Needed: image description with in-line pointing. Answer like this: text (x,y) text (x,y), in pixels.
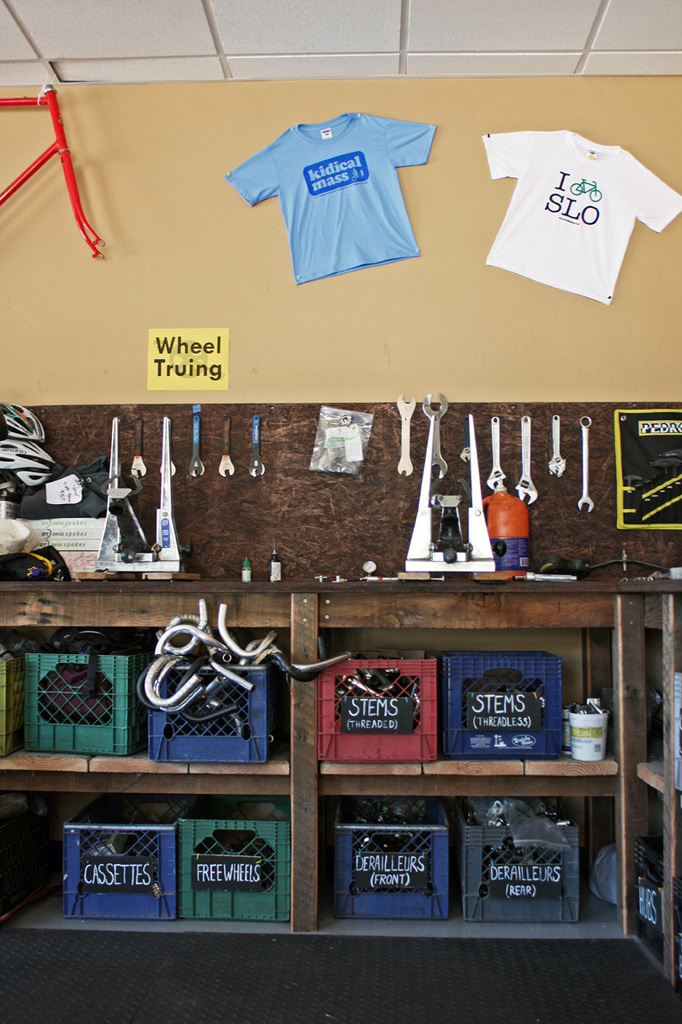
In this image in the center (324,599) there is a wooden table (213,616), and under the table (92,616) there are some baskets (106,738). And in the basket (539,739) there are some objects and also there are some cups (582,733), and in the center (372,497) there are some instruments (438,490), board (252,509), wire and some objects (439,507) and there are two t-shirts (350,217) board (159,331) and some object (58,150) on the wall (154,169). At the top (176,47) there is ceiling (214,35), and at the bottom (195,989) there is floor (302,983) and carpet (285,980).
